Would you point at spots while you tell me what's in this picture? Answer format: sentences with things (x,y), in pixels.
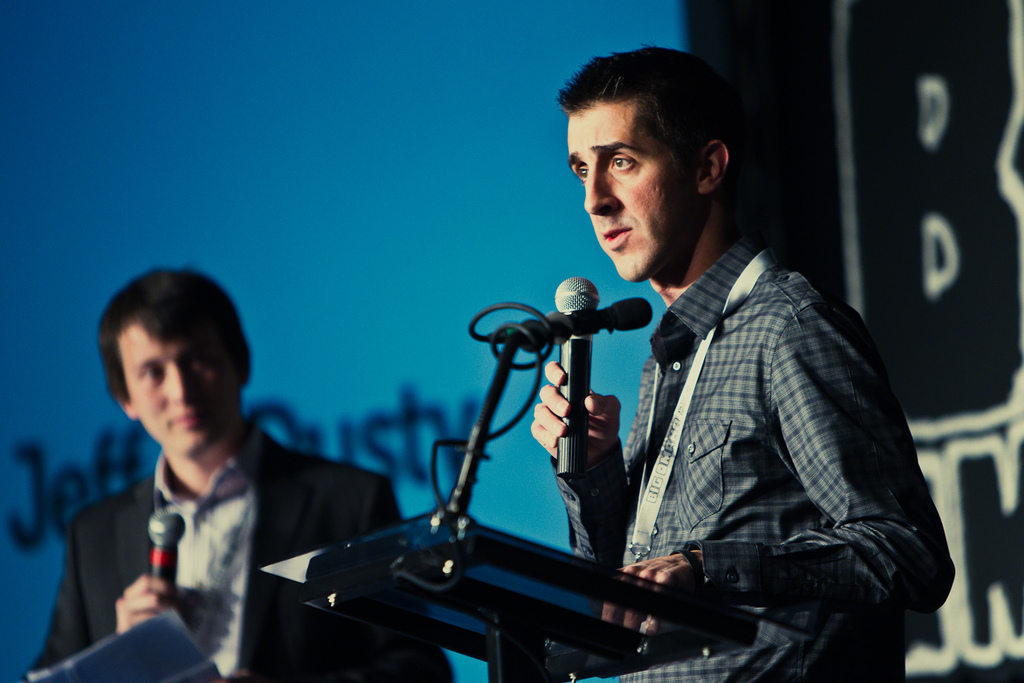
In the background (874,196) we can see a banner (556,158). In this picture we can see the men (313,481) standing and they both are holding microphones (576,416). At the bottom portion of the picture (557,624) we can see a podium (576,621), paper (171,673), microphone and a wire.
